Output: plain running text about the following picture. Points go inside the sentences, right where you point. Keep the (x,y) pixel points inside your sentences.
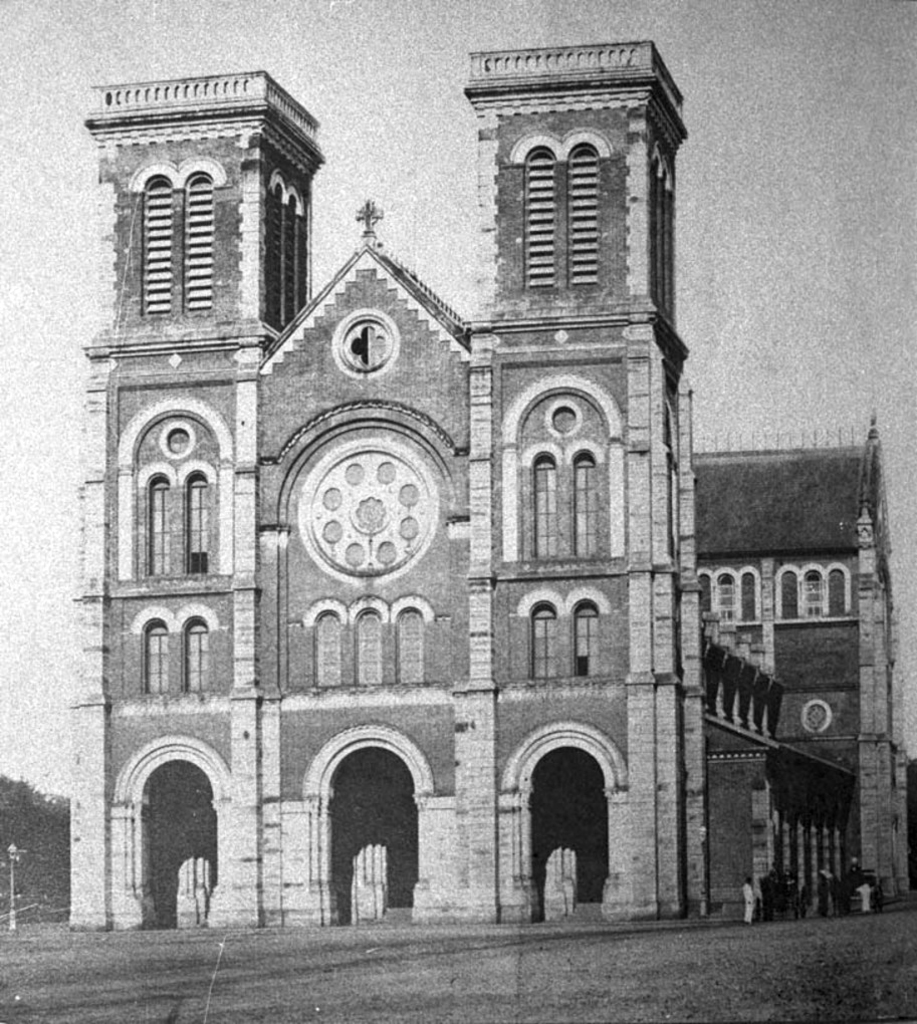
This is a black and white image. In the middle of the image (485,413) there is a building (284,754). At the bottom (329,962), I can see the ground (91,970). On the left side (30,839) there are few trees (19,842) and a pole (12,858). At the top of the image (115,54) I can see the sky (246,54).
